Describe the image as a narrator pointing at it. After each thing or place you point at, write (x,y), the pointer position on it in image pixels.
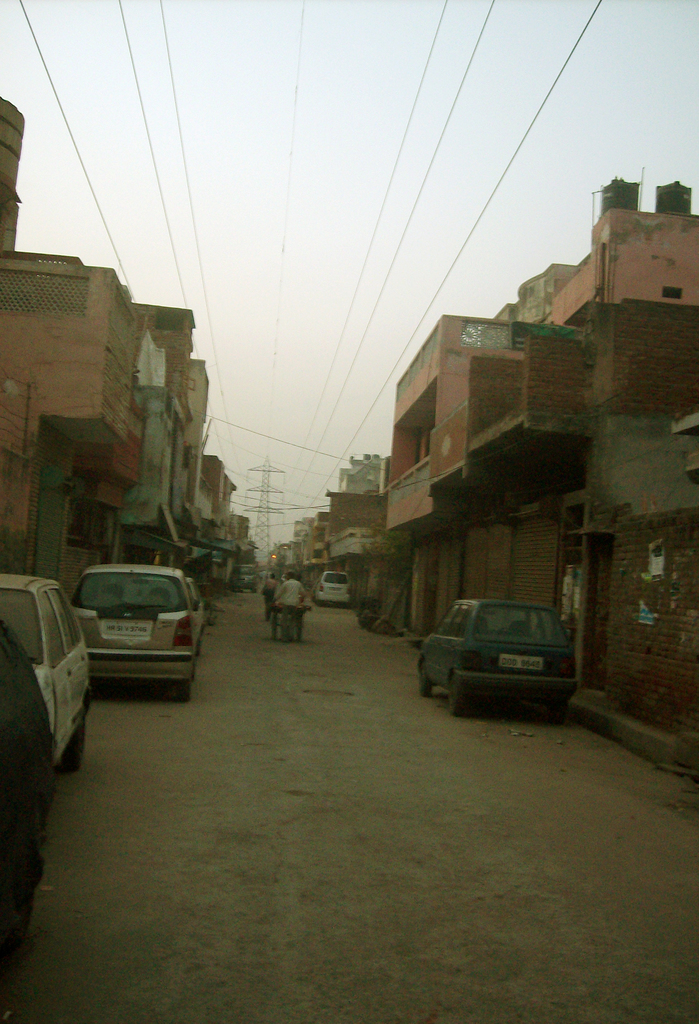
In this picture I can see the road (182,742) in front (112,736) on which there are few people (296,592) and cars (53,681) and I can see buildings (192,416) on both the sides of this picture. On the top of this picture (191,222) I can see the wires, a tower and the sky (270,117).
